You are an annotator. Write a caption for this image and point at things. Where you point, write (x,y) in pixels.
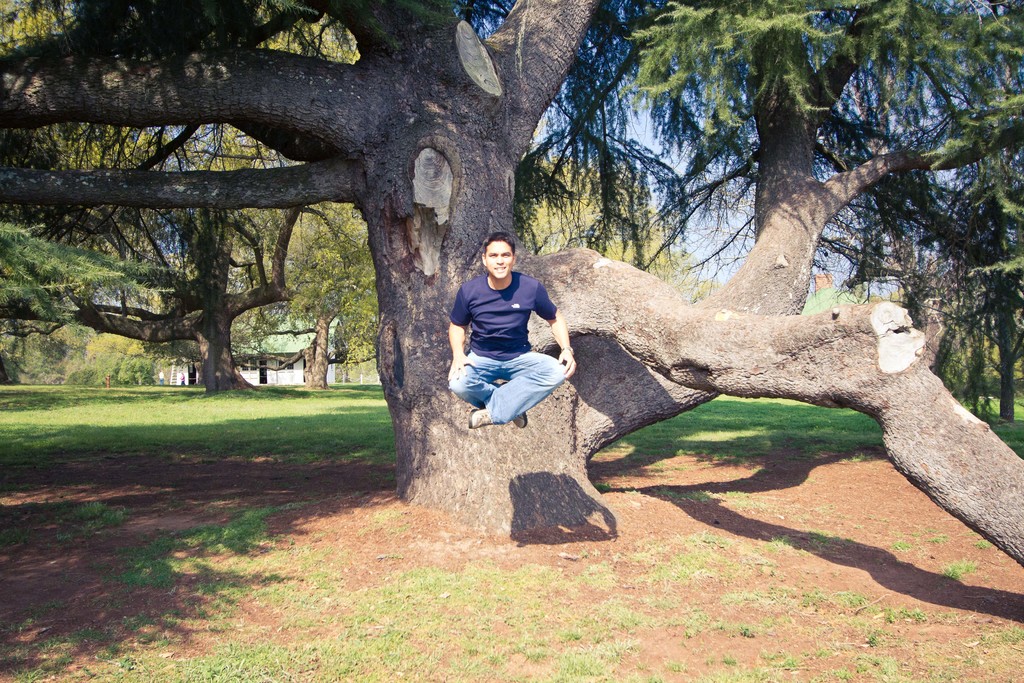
In this image we can see a person (491,334) jumping and there are few trees (832,357), building (253,378) and the sky (681,249) in the background (683,270).
